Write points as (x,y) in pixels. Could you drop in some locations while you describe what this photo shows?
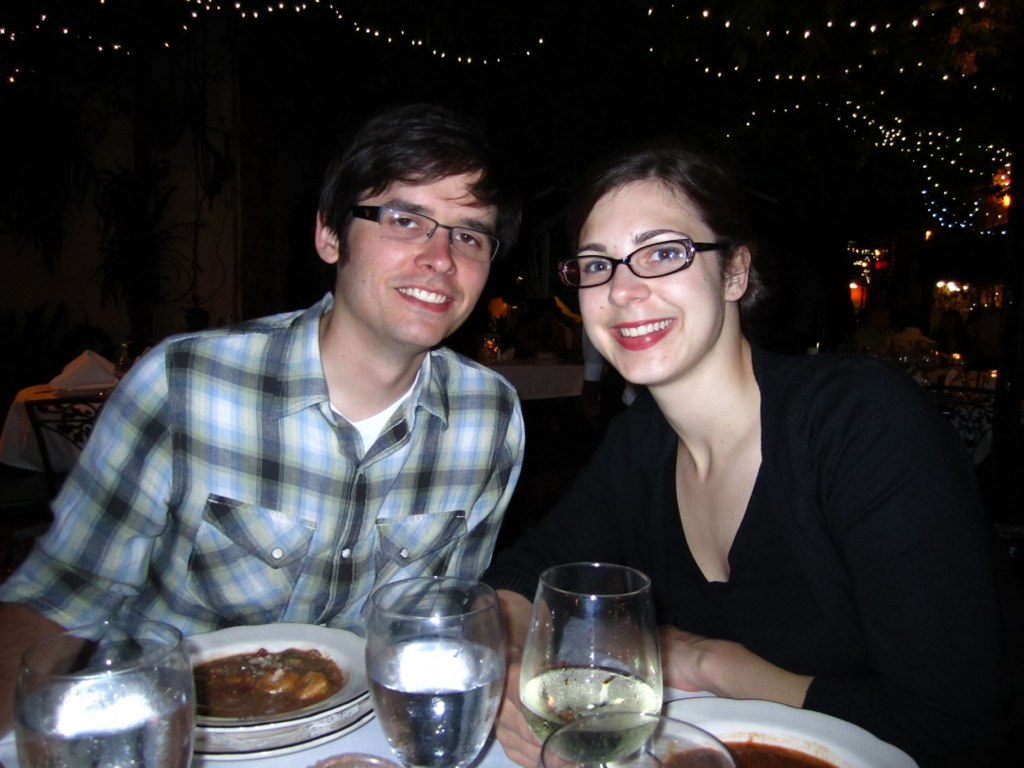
In this picture we can see there are two persons (314,412) sitting. In front of the two persons (412,510), there is a table (463,752) and on the table (459,745), there are glasses (379,693) and plates (344,693). Behind the people (391,505), there are decorative lights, some objects (77,368), a plant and the dark background (179,239).
